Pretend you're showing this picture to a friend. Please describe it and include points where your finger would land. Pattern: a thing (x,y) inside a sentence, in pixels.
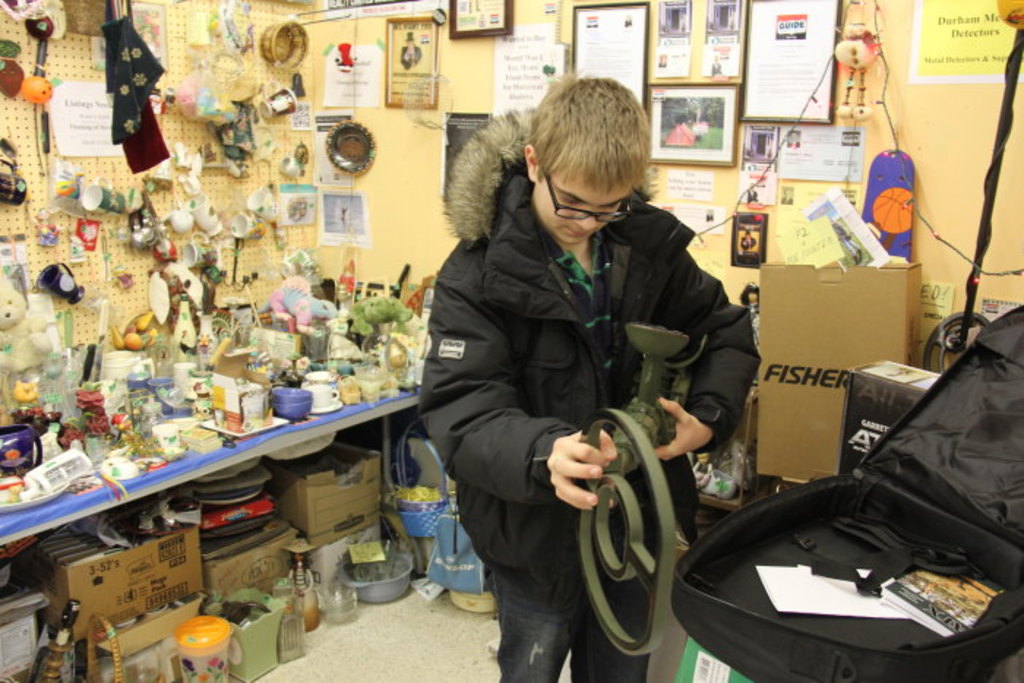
In this image there is a man (624,352) standing wearing jacket (527,301) and holding objects (633,401) in his hands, in the background (377,345) there is a table (145,485) on that table (52,500) there objects (289,379), under the table (53,518) there are boxes (330,494), in the background (57,138) there is a wall (923,228) on that wall (403,170) there are frames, cups (237,209), on the right side (712,548) there is a bag (917,449).
